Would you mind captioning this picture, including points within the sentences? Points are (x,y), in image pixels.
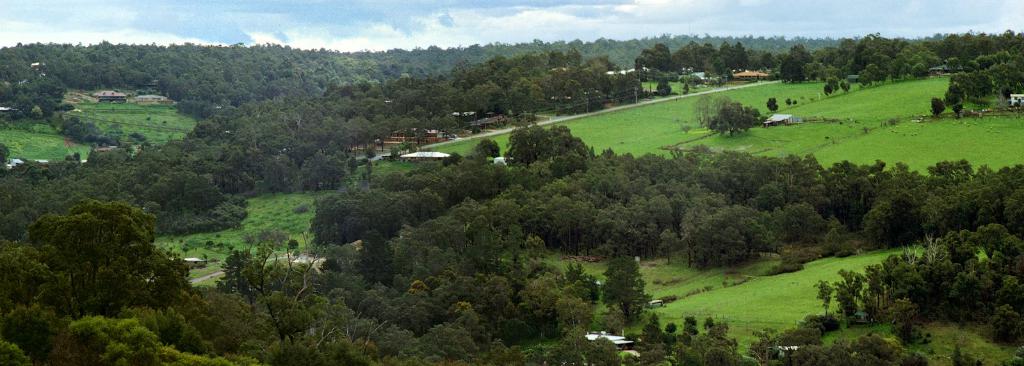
In this image as we can see there is a grassy land (772,141) on the right side of this image (712,306) and there are some trees (541,188) as we can see on the left side of this image (303,154) and right side of this image (834,188) as well. There is a cloudy sky (296,21) on the top of this image (324,25).
